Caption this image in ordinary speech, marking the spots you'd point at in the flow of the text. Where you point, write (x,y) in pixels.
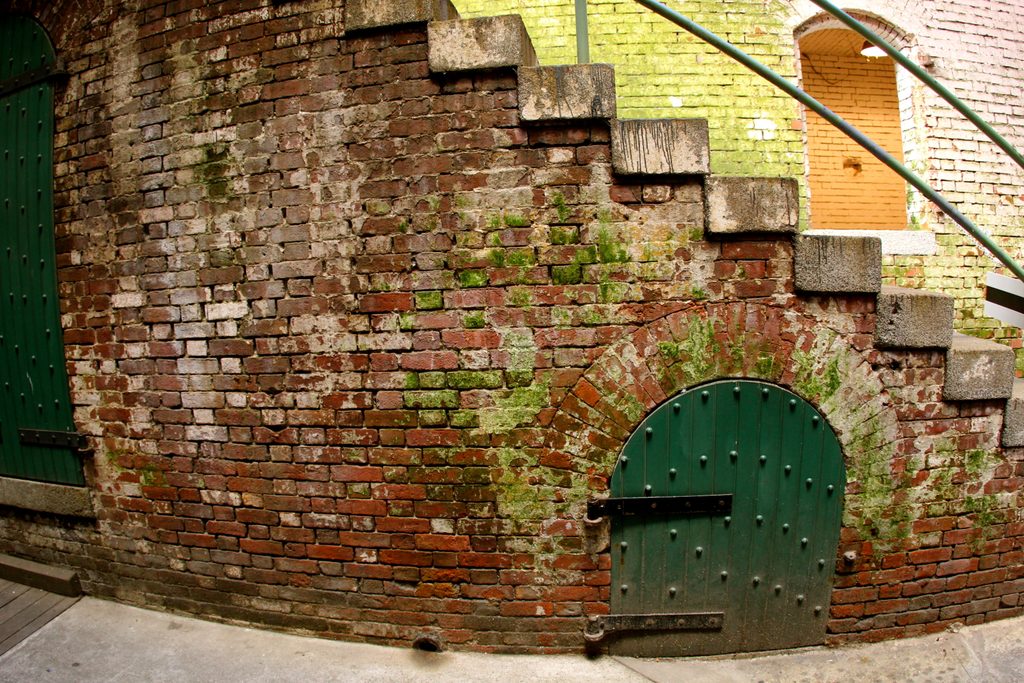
In the picture we can see a stairs (810,244) with railing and under the steps (797,244) we can see a brick wall (118,315) and small green color door (761,440) to it and besides we can see another door (43,417) which is also green in color and behind the railing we can see a wall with entrance (830,204) to it.
